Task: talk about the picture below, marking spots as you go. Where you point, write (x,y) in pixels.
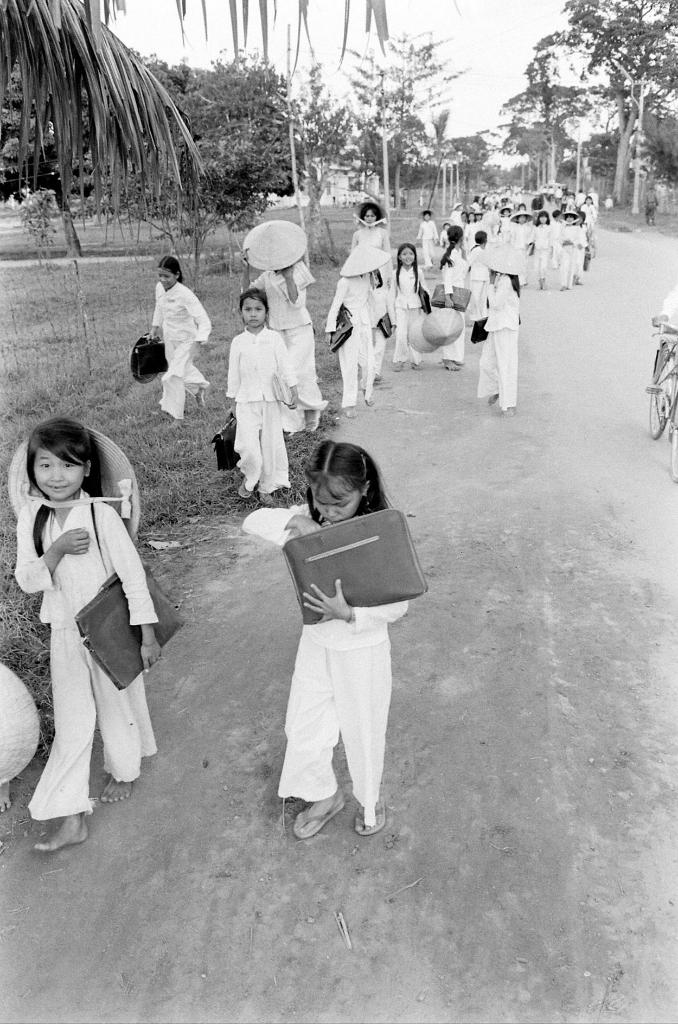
It looks like a black and white picture. We can see a group of kids (66,639) walking on the path (176,573) and the kids (65,655) are holding the files (155,626), bags (129,645) and some objects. On the right side of the kids (250,329), a person (667,333) is holding a bicycle (650,388). Behind the kids (426,251) there are poles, trees (250,143) and the sky (530,39).
